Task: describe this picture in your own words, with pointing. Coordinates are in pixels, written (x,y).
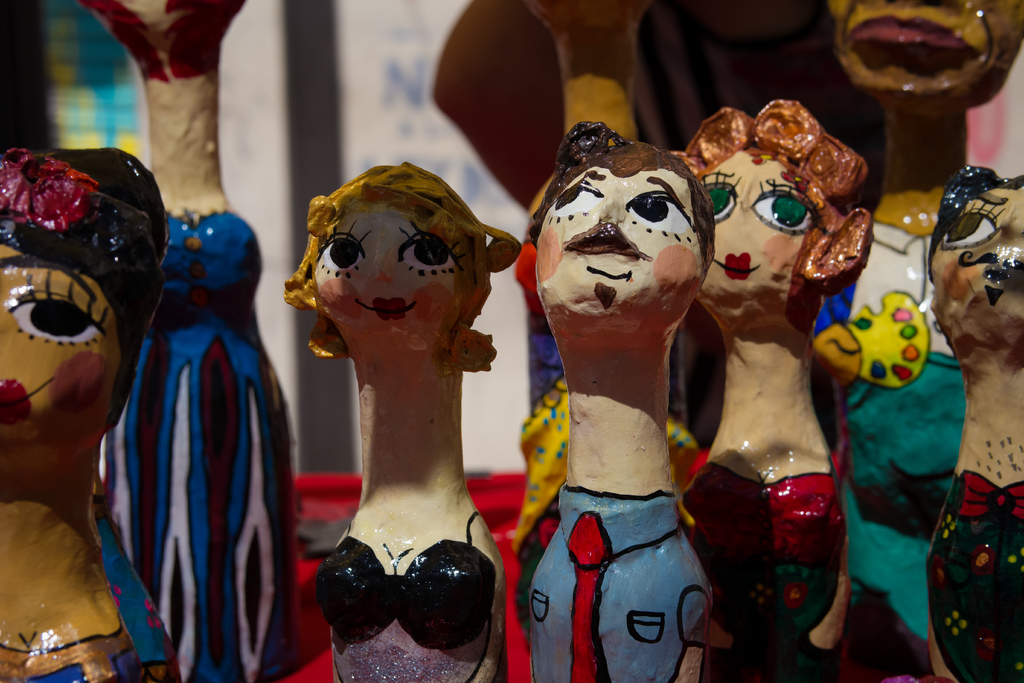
In this picture, we can see a few toys (496,263) and the blurred background (66,108).
